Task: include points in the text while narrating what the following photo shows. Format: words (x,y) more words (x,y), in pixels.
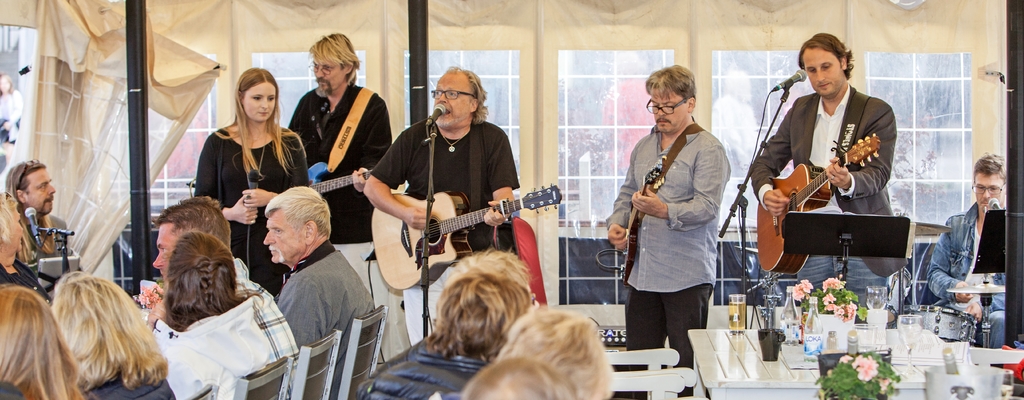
The picture consists of music band (785,144), the old man (451,117) in the middle (486,169) singing song and playing guitar (432,239) and people (326,143) on sides also playing guitar (866,158). There are few humans (504,324) sat on chair (323,369) in front of them. On the right side (728,361) corner there is a table (697,346) on which there are flower plants (839,370), glass (737,320), wine glasses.
